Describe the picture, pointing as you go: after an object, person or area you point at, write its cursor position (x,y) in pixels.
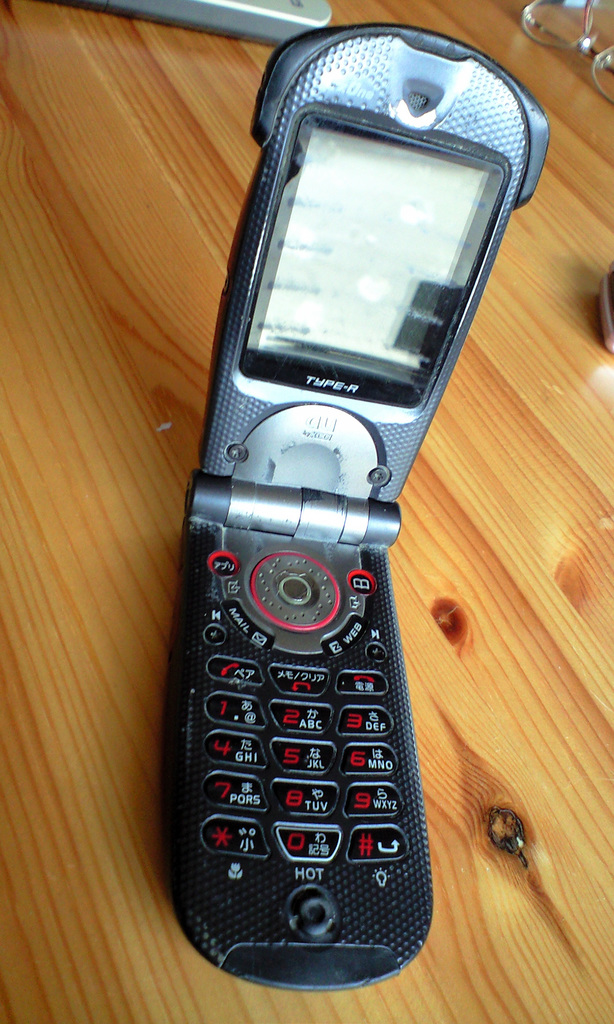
In the picture I can see the mobile phone (451,313) on the wooden table (520,629). It is looking like a remote (269,1) at the top of the picture (275,30). I can see the spectacles (549,24) on the top right side of the picture (524,18).
